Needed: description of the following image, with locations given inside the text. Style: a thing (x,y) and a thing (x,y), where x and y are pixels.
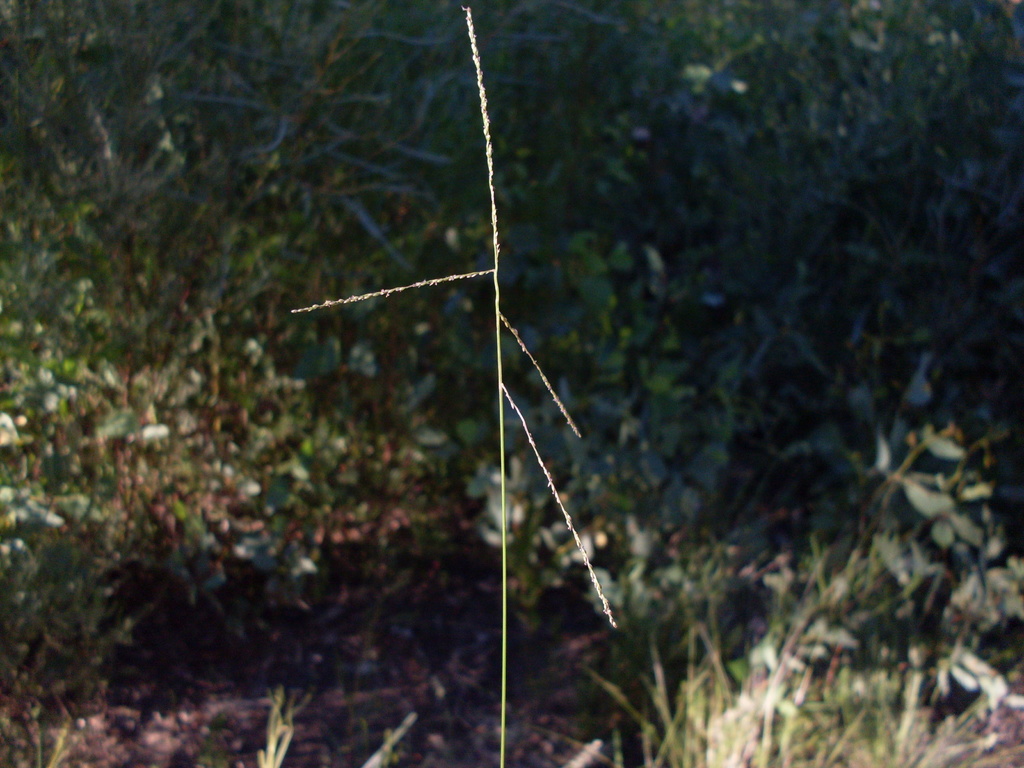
In this image we can see some plants (654,379) and grass (1023,757) on the ground (422,586).
